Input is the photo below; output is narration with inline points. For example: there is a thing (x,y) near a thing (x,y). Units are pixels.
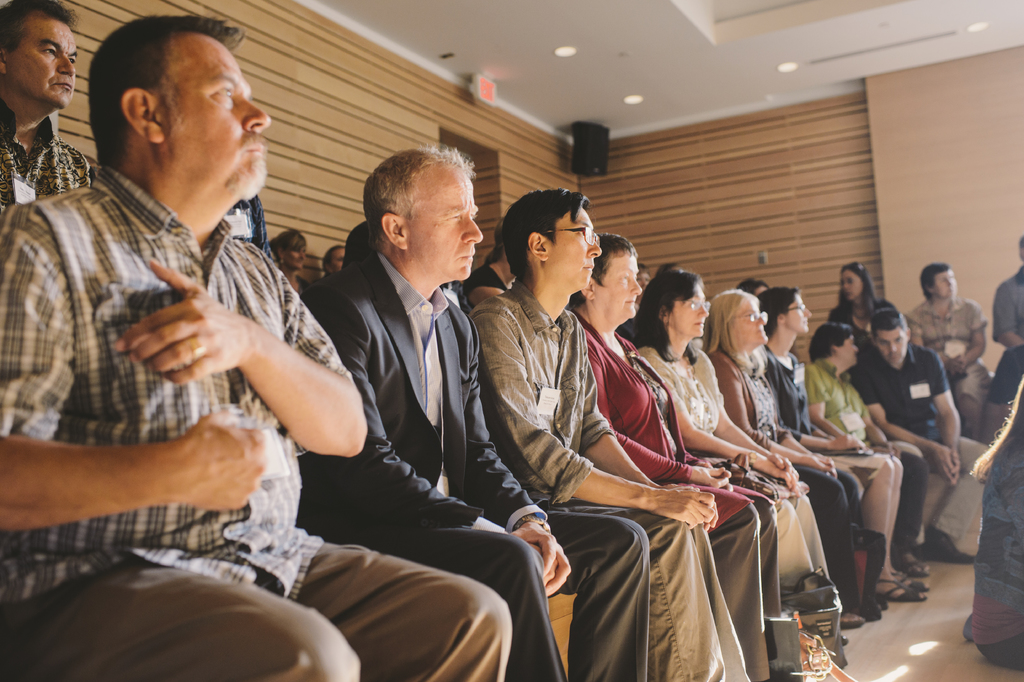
In this image we can see many person (345,394) sitting on the chairs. In the background (409,132) we can see persons (262,214), wall (621,157), speaker (583,162) and door (485,163).
